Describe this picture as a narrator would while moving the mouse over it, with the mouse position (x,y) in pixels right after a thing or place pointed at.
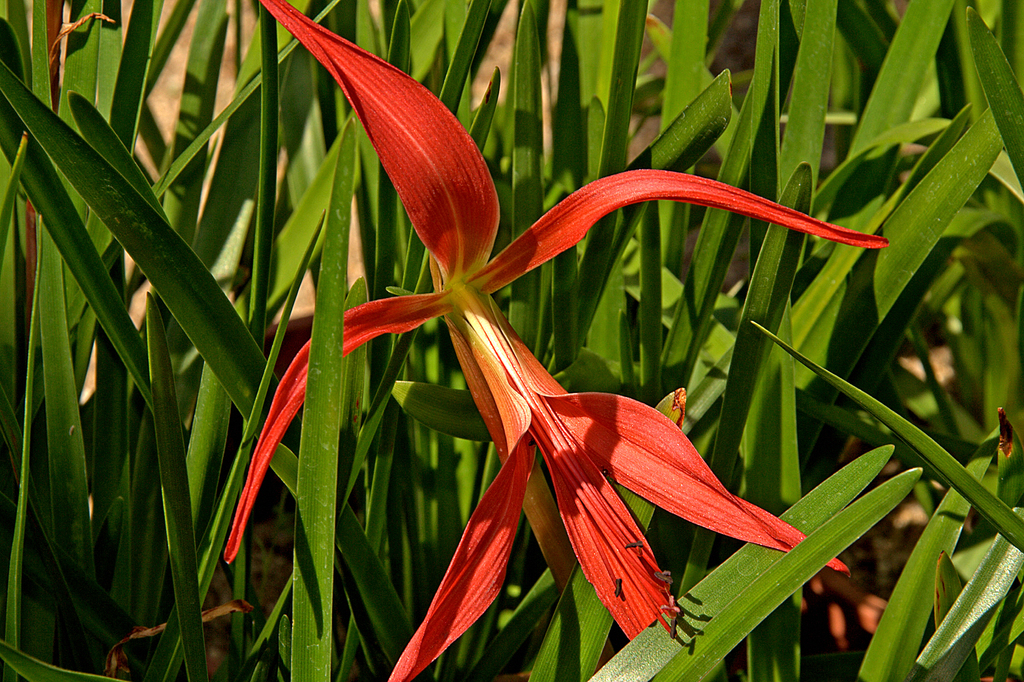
In this image we can see a flower (469,343) and greenery (225,444).
